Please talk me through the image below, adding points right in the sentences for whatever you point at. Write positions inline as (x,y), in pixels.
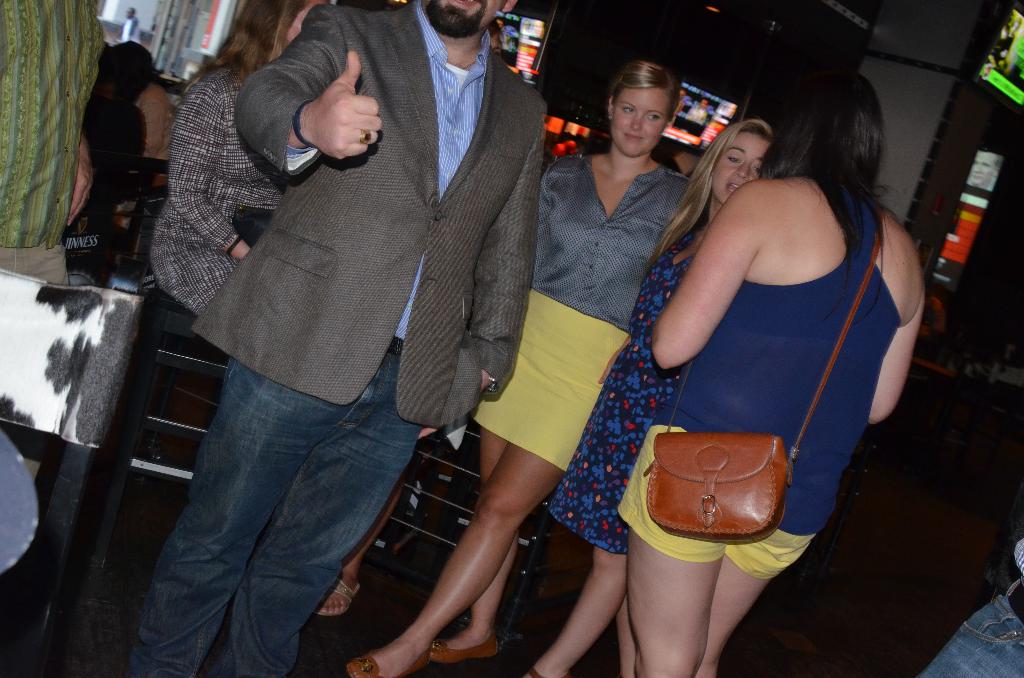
This Picture describe about a group of people (81,56) in the restaurant (569,64) and three girls (682,311) are standing in front (593,246) and in center (401,320) man (398,326) wearing a coat (397,305) is showing thumbs up to camera, Beside there is a woman (191,230) standing and wearing grey color dress (196,171) and behind there is television screen (537,50) on the back of the man (462,86).
